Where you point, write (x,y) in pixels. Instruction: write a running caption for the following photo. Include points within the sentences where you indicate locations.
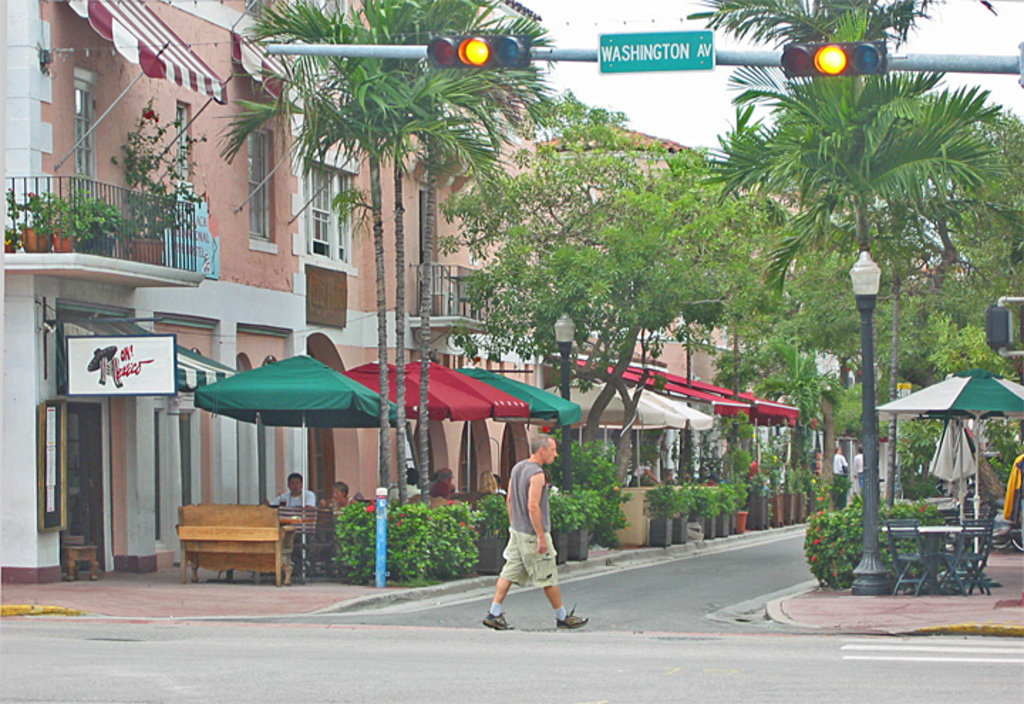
In this image a person (517,582) is walking on the path (596,616). On the both side of the path (757,546) there are trees (888,362), street lights (870,362). Under the umbrellas (355,404) there are chairs (303,531), tables (934,544). Few people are sitting here. There are plant pots (740,499) over here. On the left (163,282) there are buildings (124,290). On the top (483,54) there is traffic signal (798,53).
